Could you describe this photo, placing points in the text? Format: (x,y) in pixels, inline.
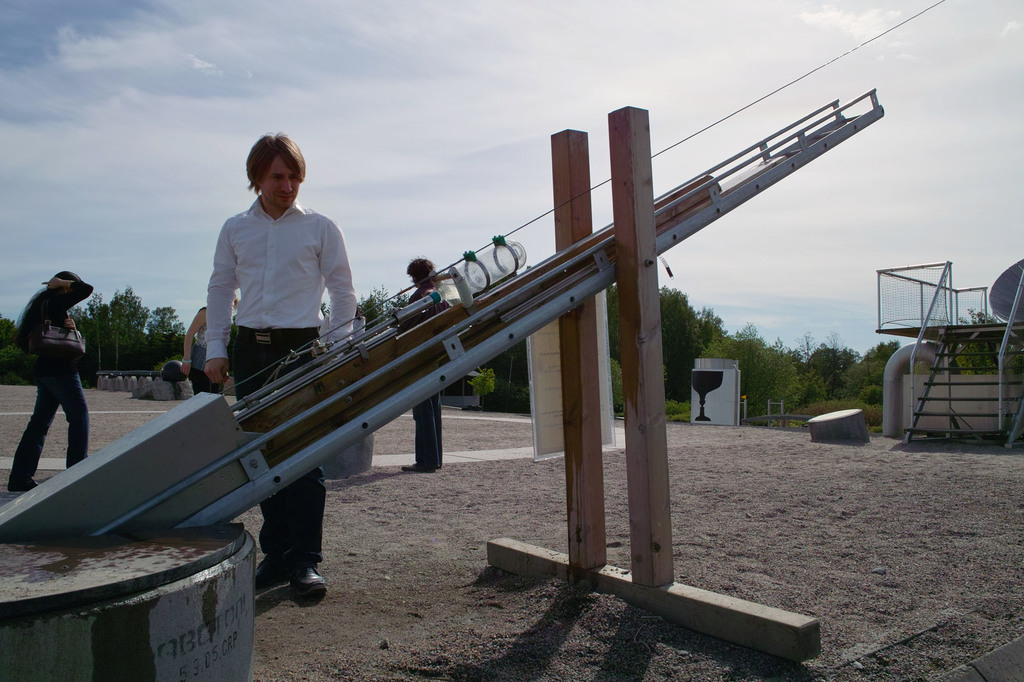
In this image I can see a person (255,246) standing in front of the pole (374,369) and I can see there are some other persons (416,279) standing on the ground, in the background (529,52) I can see the sky (680,58) and tree (687,329) and staircase (943,328).
